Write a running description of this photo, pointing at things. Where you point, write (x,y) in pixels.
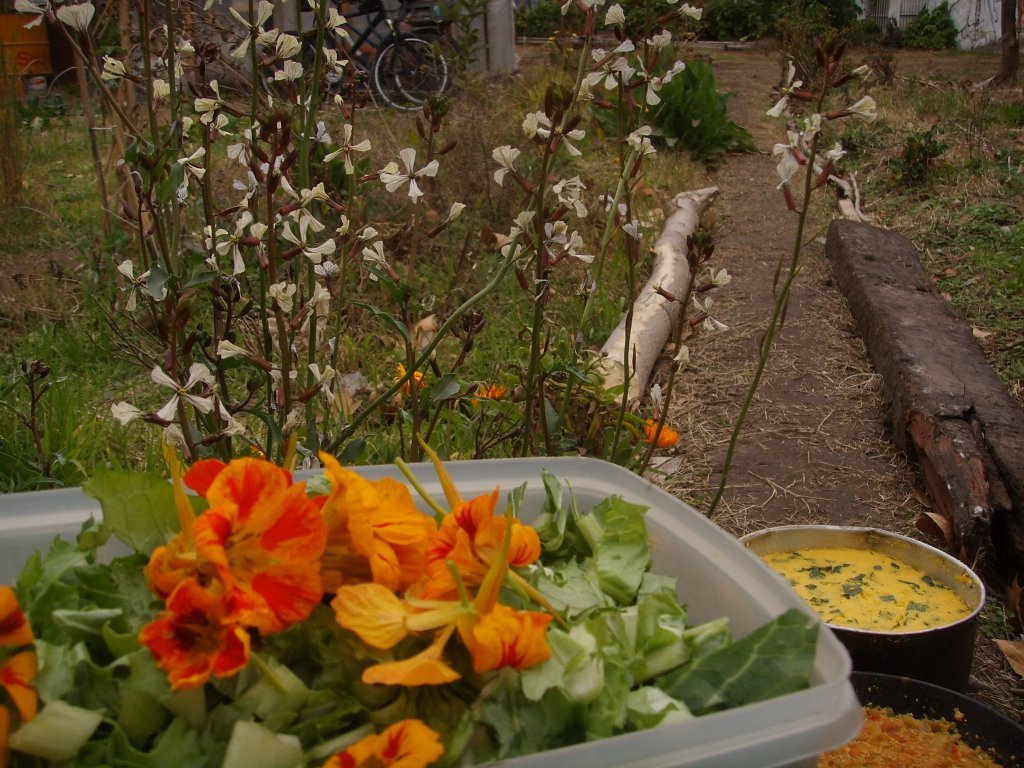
In this image there is a tray (747,753) in which there are plants (340,637) with the flowers (354,573). In the background (421,75) there are few cycles (393,74) parked near the wall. In the middle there is a path (743,320). There is grass (936,196) on either side of the path (737,278). At the bottom (877,688) there are bowls (889,669) in which there is some liquid (867,625).
